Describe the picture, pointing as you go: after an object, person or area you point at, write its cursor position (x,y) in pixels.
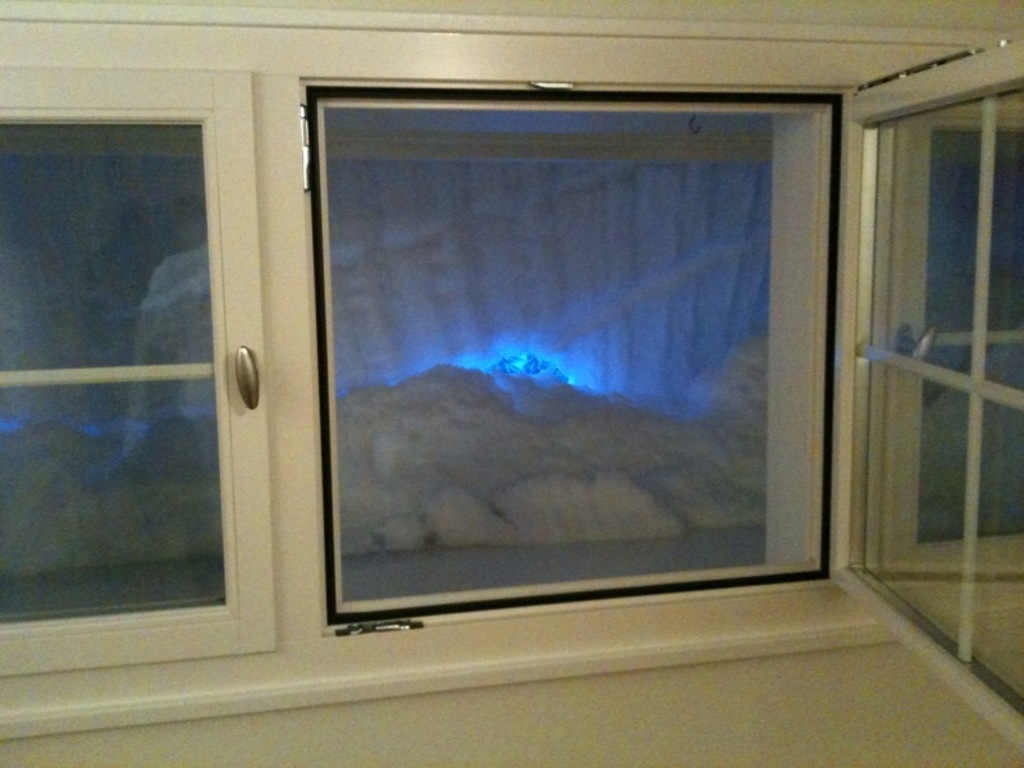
In this picture we can see the wall (629,729), beside this wall (616,734) we can see a window (8,128) and snow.
